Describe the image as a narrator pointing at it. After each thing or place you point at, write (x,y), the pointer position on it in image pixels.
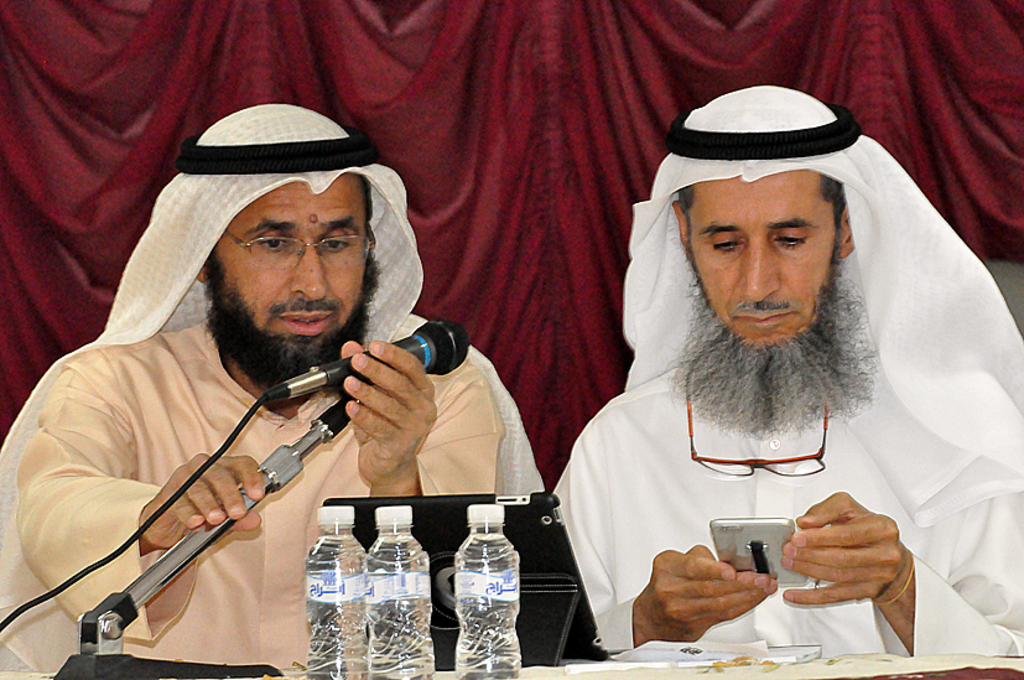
Man (883,287) on the right corner of the picture (875,373) wearing white dress (962,547) is holding mobile phone (795,572) in his hand (784,559). Beside him, man (466,422) in cream shirt (265,431) is holding microphone (417,333) in his hand (345,356) and both of them are sitting on chair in front of table (543,679) on which we see papers (677,656), laptop (549,568) and water bottles (495,581). Behind them, we see a sheet (446,74) which is red in color.
